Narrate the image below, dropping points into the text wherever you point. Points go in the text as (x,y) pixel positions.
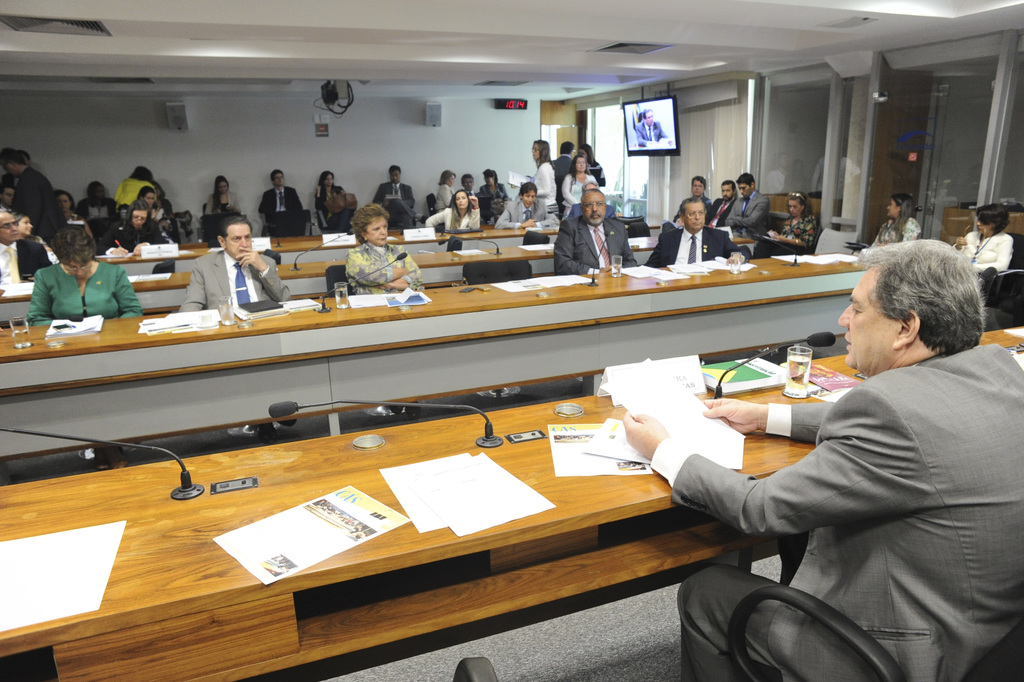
In this image there are people (918,584) sitting on the chairs (857,635). In front of them there are tables (246,583). On top of the tables (257,487) there are mike's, papers (450,506), glasses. Behind them there are people (29,203) standing on the floor (3,474). On the right side of the image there is a TV (663,99). In the background of the image (425,147) there is a wall (339,148).
